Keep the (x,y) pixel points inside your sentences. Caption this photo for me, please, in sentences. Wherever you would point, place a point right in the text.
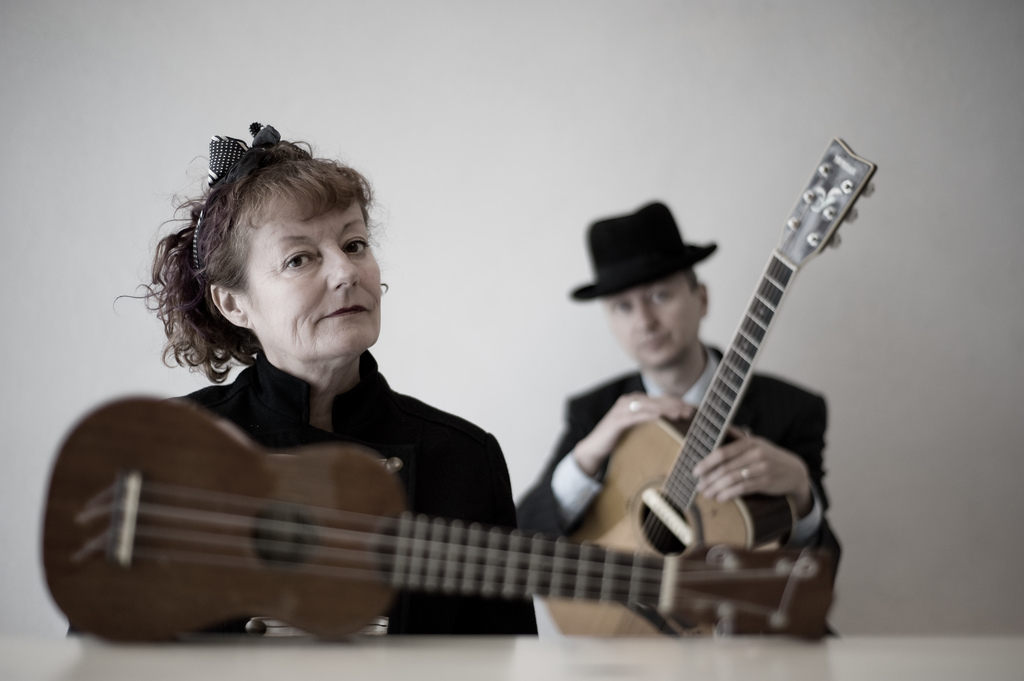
There are two people (441,438) in the image. on the left (315,352) there is a woman (337,437), she is wearing a black jacket (300,407) and her hair (212,243) is small, in front of her there is a guitar (314,530). In the right (692,403) there is a man (738,454) he is holding a guitar (732,401) and he is wearing a hat (639,258).
